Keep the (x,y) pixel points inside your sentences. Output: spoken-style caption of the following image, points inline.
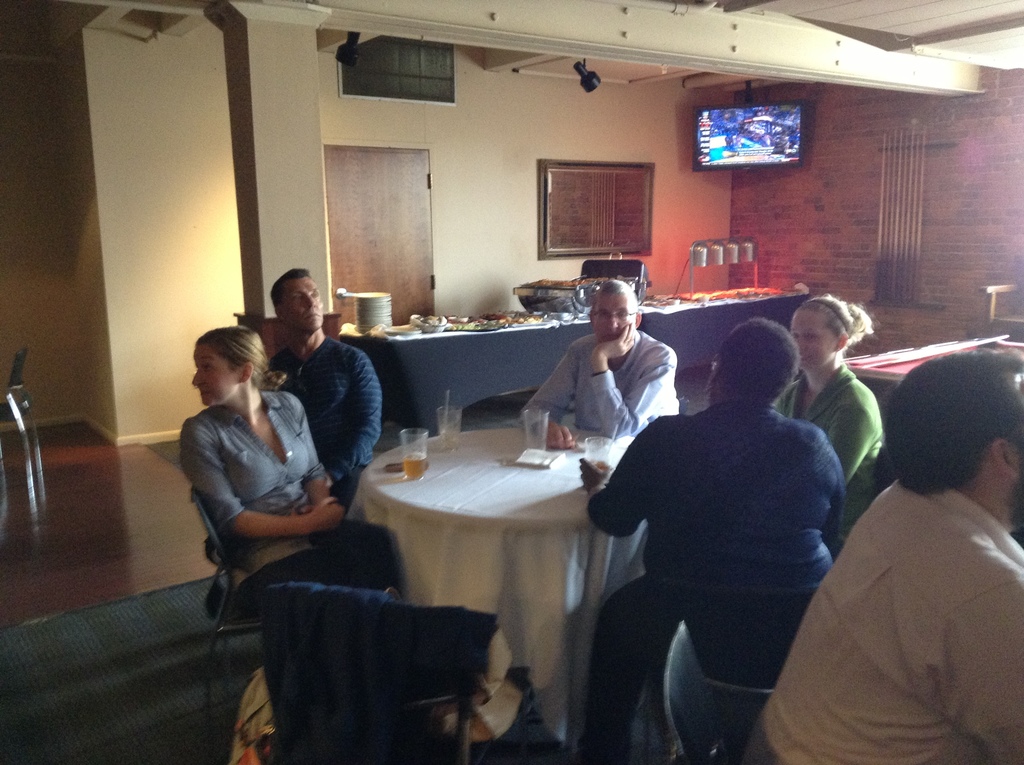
There are few people (604,527) sitting on chairs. In the middle (511,494) on the table (494,458) there are glasses (531,446), tissue (536,466). there are plates (387,322), food (698,297) on a table (689,306) here. Here is a screen (743,160) mounted over here. Here there is a window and a door (370,216).
